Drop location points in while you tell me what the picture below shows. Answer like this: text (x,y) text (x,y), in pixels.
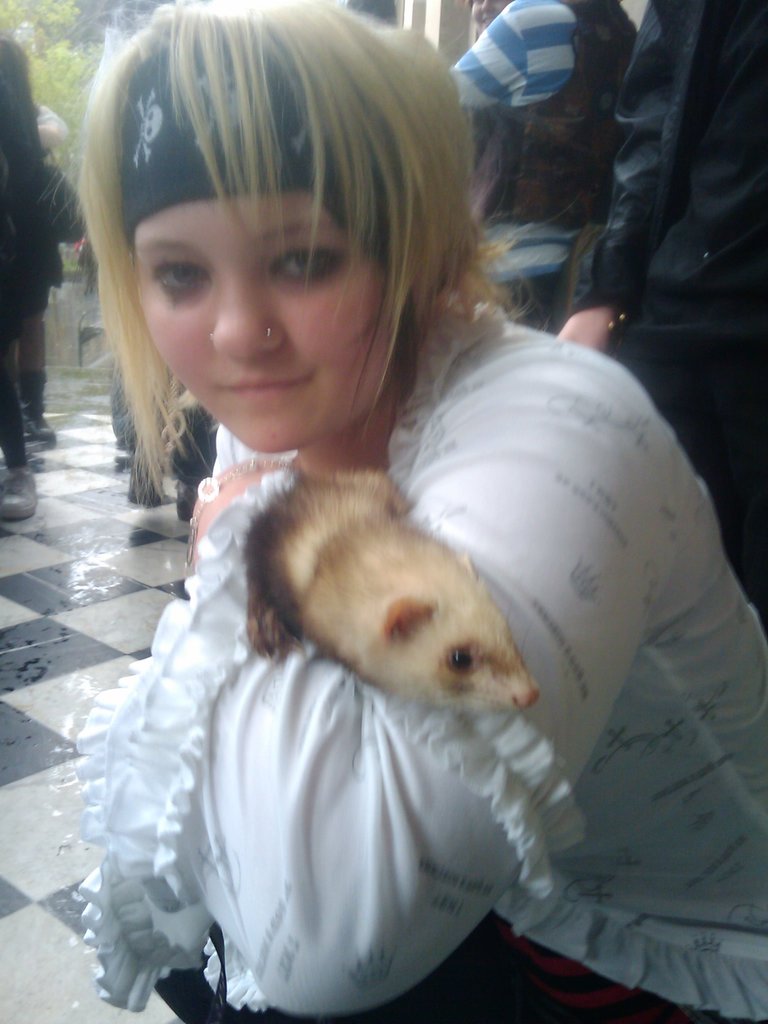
As we can see in the image there is a tree (69,39) and few people (595,10) standing and sitting here and there and the women (333,357) who is sitting here is holding animal (388,624).
